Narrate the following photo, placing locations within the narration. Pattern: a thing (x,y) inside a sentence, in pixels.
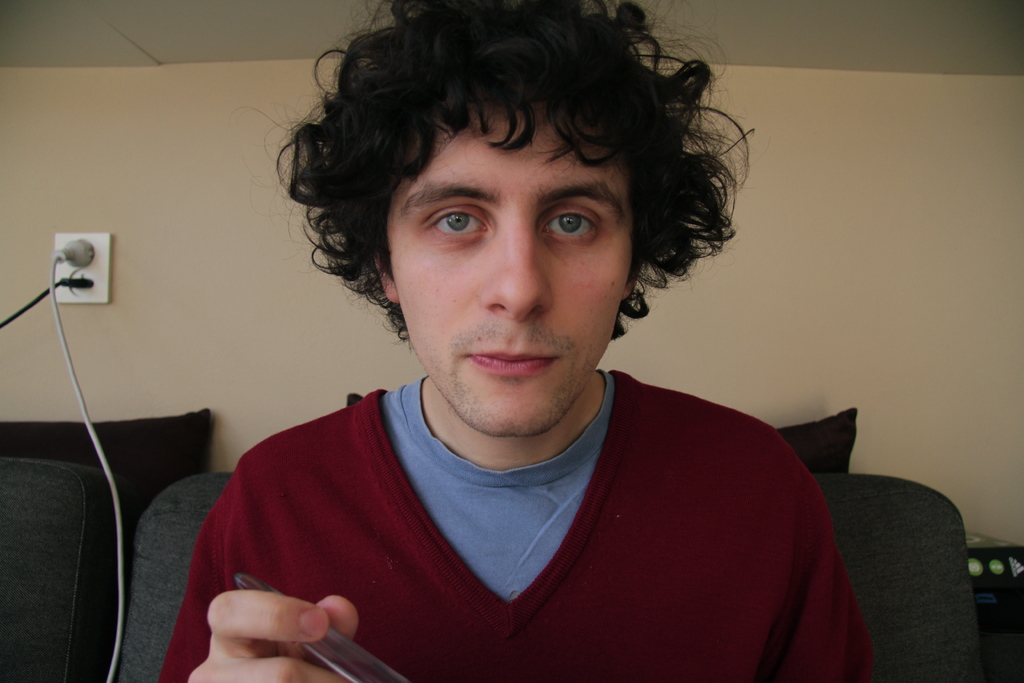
In this image I can see a person (546,516) holding something. He is wearing maroon and blue color dress (364,515). Back I can see a couch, pillows (142,431) and cream wall (175,167).
